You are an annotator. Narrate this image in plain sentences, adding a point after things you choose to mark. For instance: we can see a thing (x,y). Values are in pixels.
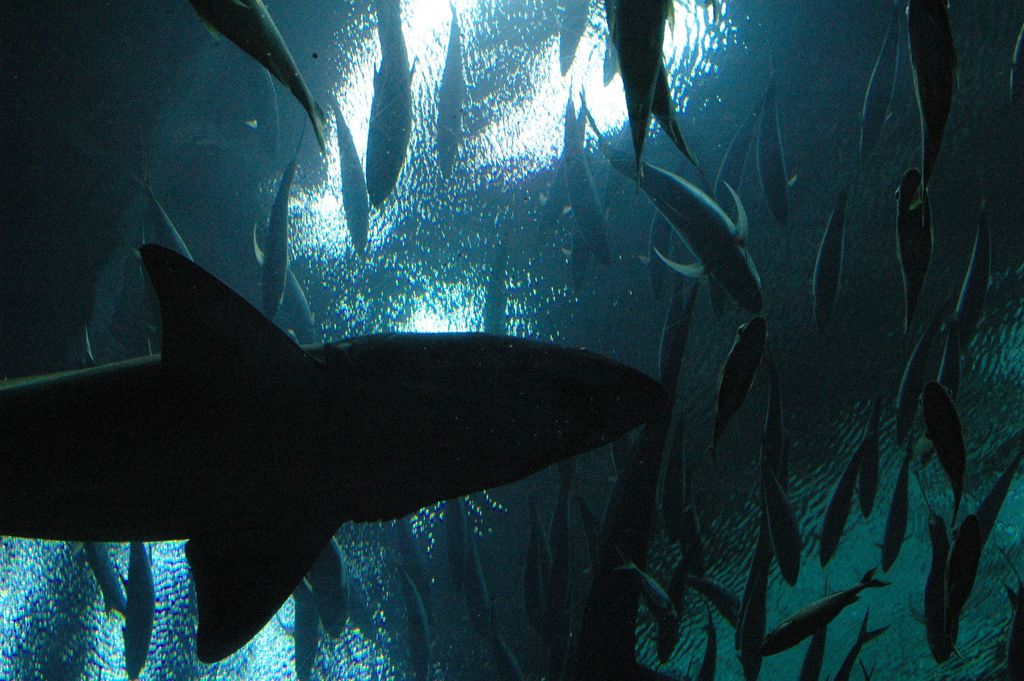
In this image I can see number of fish (363,226) in the water (109,654). I can also see this image is inside view of the water (320,61).
